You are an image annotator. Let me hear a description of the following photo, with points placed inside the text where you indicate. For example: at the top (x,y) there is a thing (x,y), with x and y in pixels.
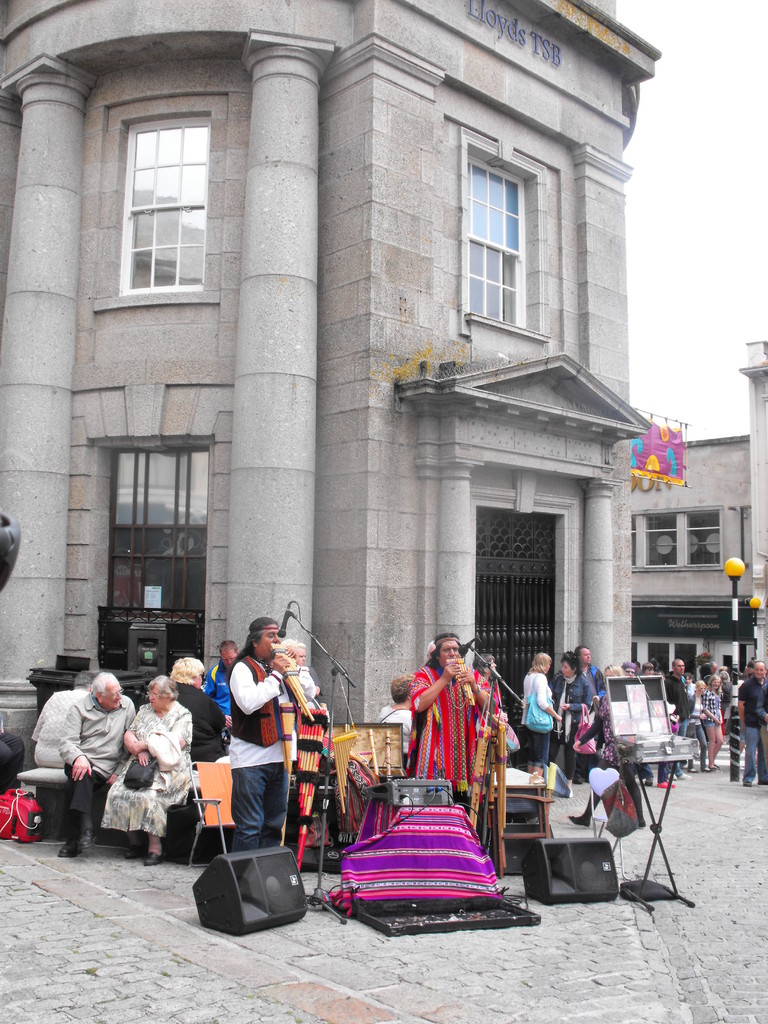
In the background (676,340) we can see the sky (737,340), buildings (404,288), windows (165,218), gate (539,648). In this picture we can see the people (409,694). On the left side (197,722) we can see the people (72,788) are sitting. In this picture we can see the chairs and few objects (10,833) on the floor (741,848). We can see people (270,708) playing musical instruments (356,729). We can see the microphones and the stands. On the right side of the picture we can see the lights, poles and at the top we can see a colorful cloth (654,459) is hanging.
